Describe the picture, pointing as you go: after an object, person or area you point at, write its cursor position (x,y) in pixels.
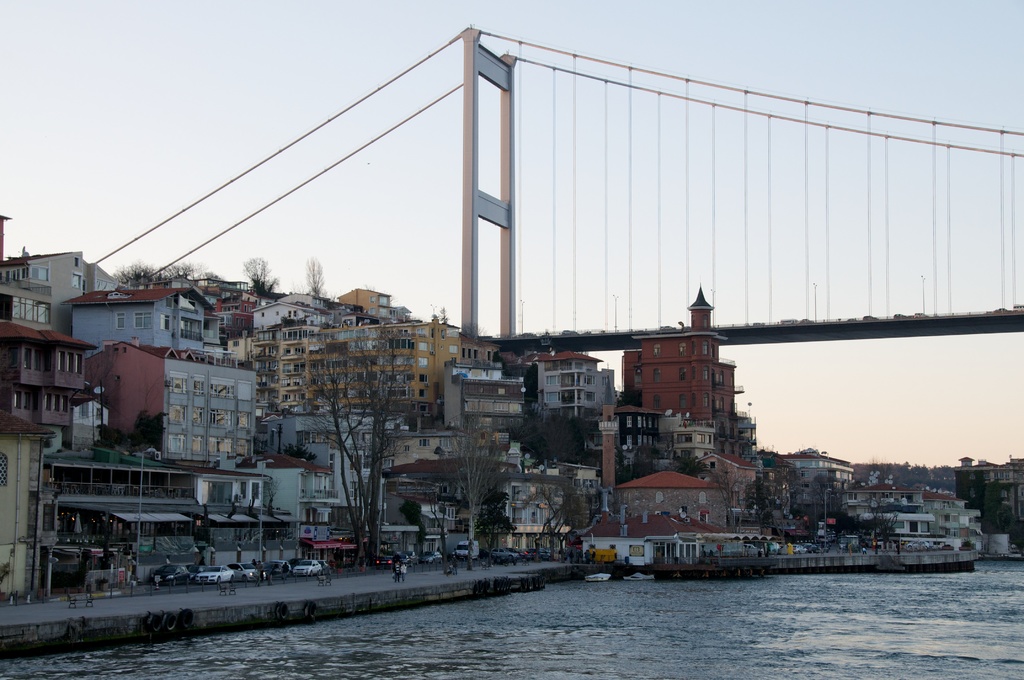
In this image there is a river (699,596), beside the river (722,606) there is a road (421,584), there are buildings (413,409), in the top (500,70) there is bridge (815,327), in the background (586,207) there is sky (895,247).
